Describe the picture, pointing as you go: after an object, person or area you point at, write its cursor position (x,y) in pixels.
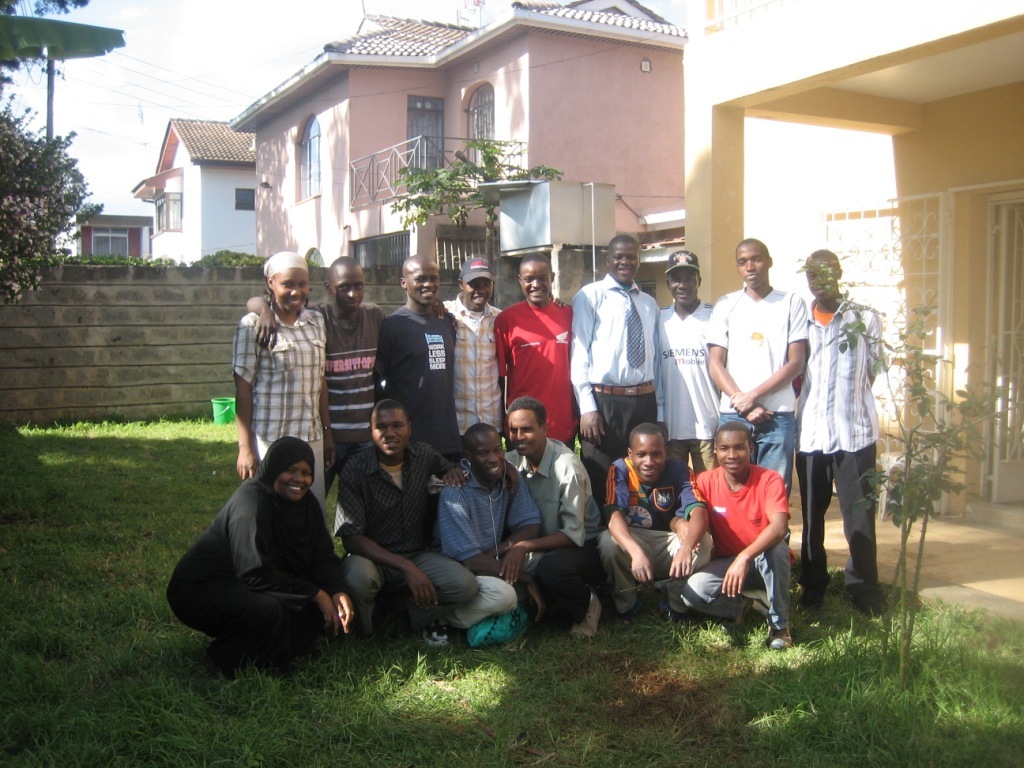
In this image I can see the ground (447,679), some grass (520,690), few trees (934,431), few persons (385,443) sitting and few persons (548,410) standing, the wall (61,380) and few buildings (453,132). In the background (206,90) I can see few wires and the sky (175,81).
